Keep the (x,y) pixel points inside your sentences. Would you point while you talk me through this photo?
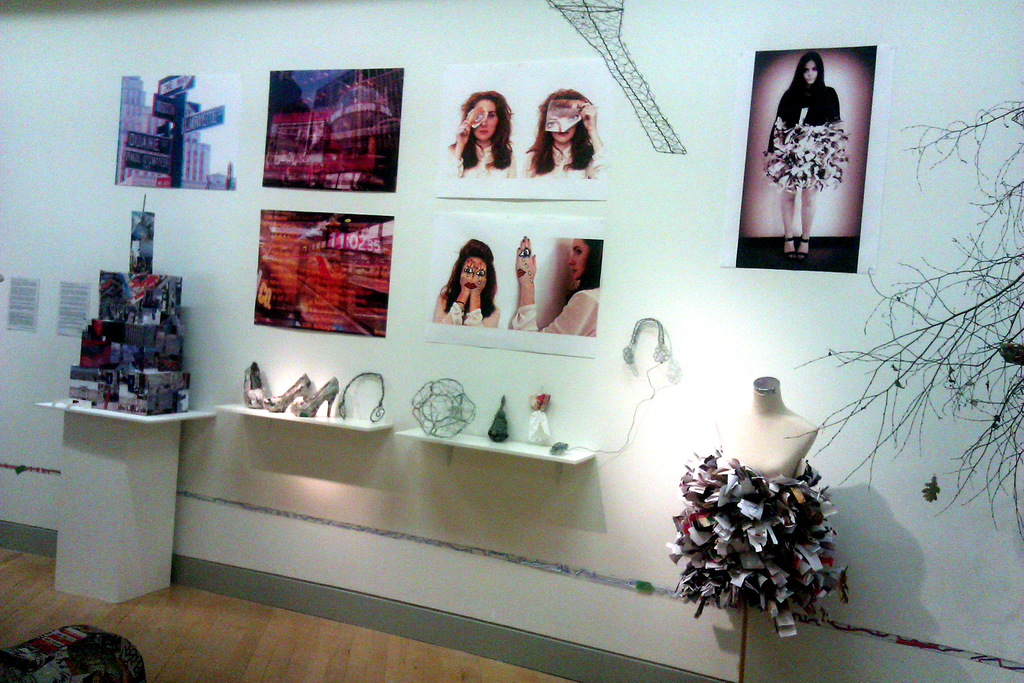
In this picture I can see some photos (485,268) on the wall (522,42). Among these photos (502,266) I can see photos (545,244) of women (493,284). Here I can see some objects (436,434) on the wall (227,383). On the right side (970,358) I can see a tree (976,307), a mannequin (763,511) and some other objects (754,529).
